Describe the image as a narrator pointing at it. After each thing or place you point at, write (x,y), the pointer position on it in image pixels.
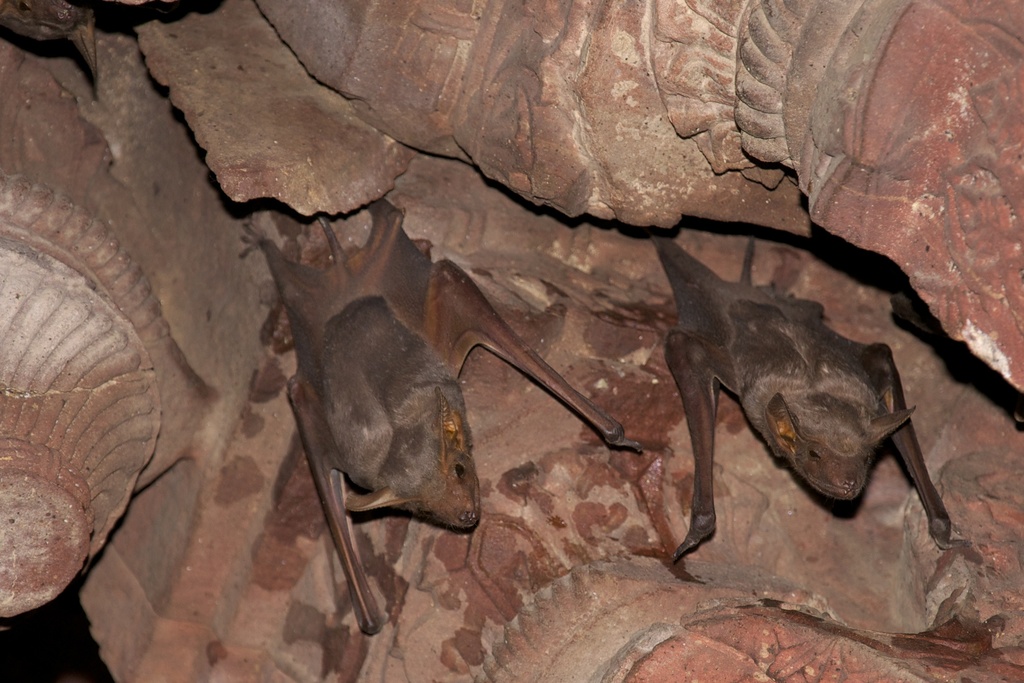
In the foreground of this picture (670,422), there are two bats (406,431) on a stone wall (405,109).
